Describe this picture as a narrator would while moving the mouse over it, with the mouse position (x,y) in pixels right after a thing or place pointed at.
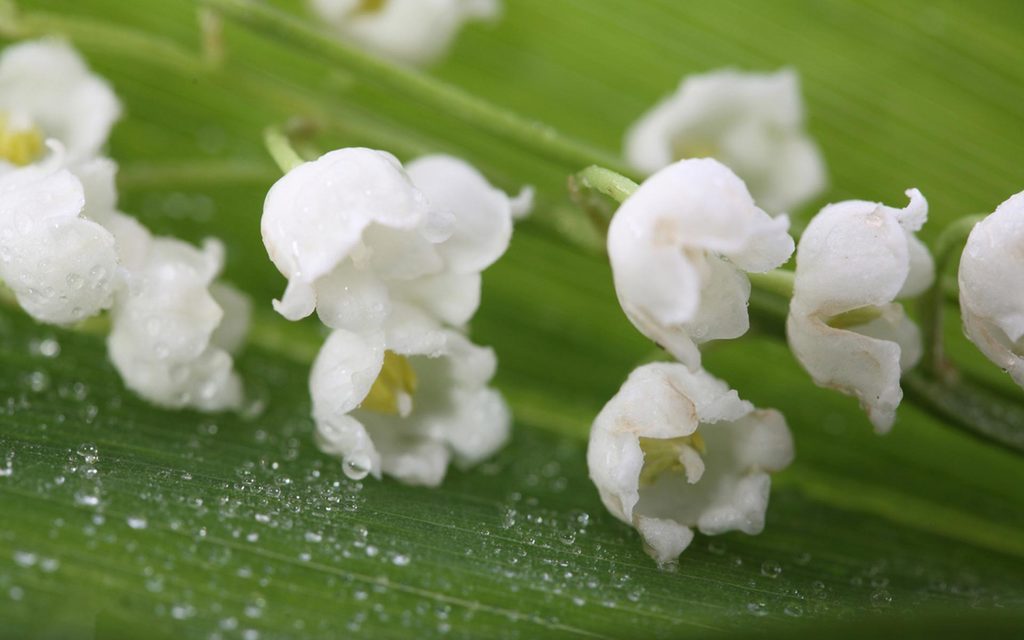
In this picture there are flowers (94,246) in the center of the image (396,424).
